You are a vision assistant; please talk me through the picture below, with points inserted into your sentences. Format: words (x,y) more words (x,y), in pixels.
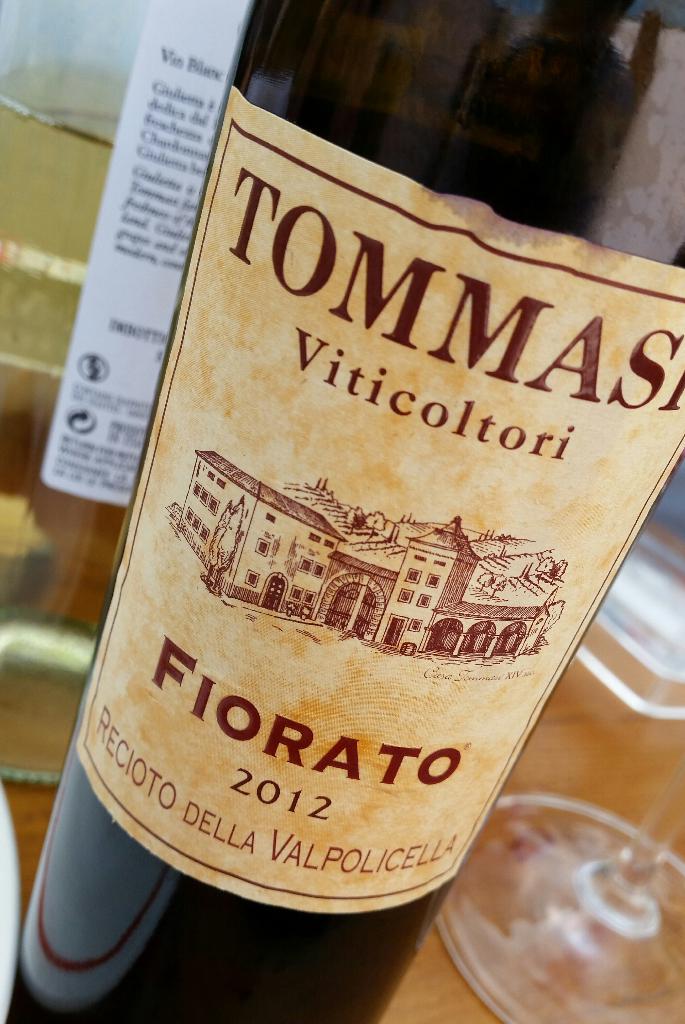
In the foreground of this image (411,549), there is a bottle (417,722). In the background (83,368), there is another bottle (122,182), glass (618,908) and an object (655,687) is on the wooden surface (605,756).
